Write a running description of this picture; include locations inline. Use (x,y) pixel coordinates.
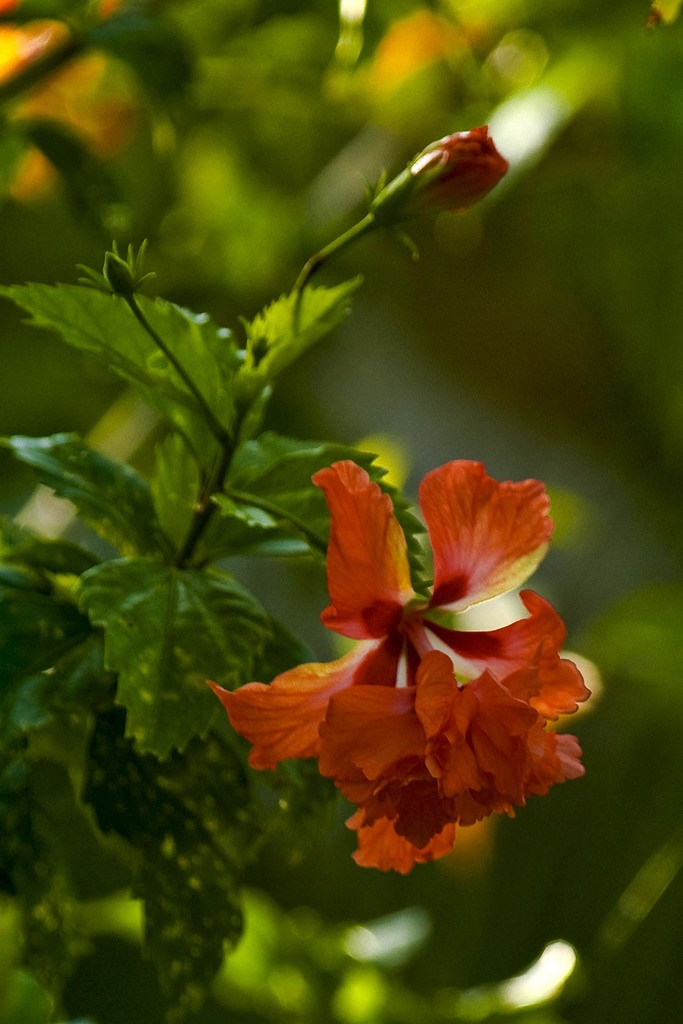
In the foreground of the picture (251,387) there are flowers (336,498), bud (424,171) and leaves (224,853). The background (669,317) is blurred. In the background (468,126) there is greenery (323,85).
